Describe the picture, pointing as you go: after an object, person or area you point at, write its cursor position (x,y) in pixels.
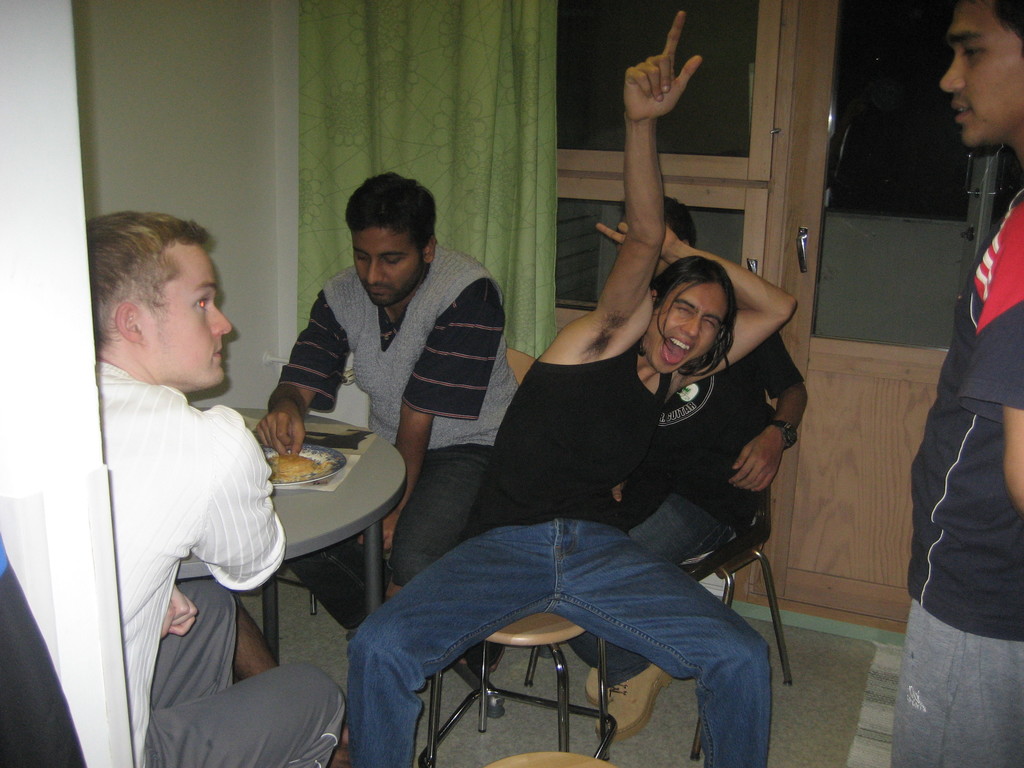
In this image I can see few people (209,337) were on the right side (970,33) I can see one man (985,7) is standing and on the left side (138,287) I can see rest all are sitting on chairs (563,737). I can also see a table (395,490) on the left side (295,456) and on it I can see food (308,460) on a plate (335,462). In the background (453,222) I can see a door (832,375) and a green colour curtain (528,185).
